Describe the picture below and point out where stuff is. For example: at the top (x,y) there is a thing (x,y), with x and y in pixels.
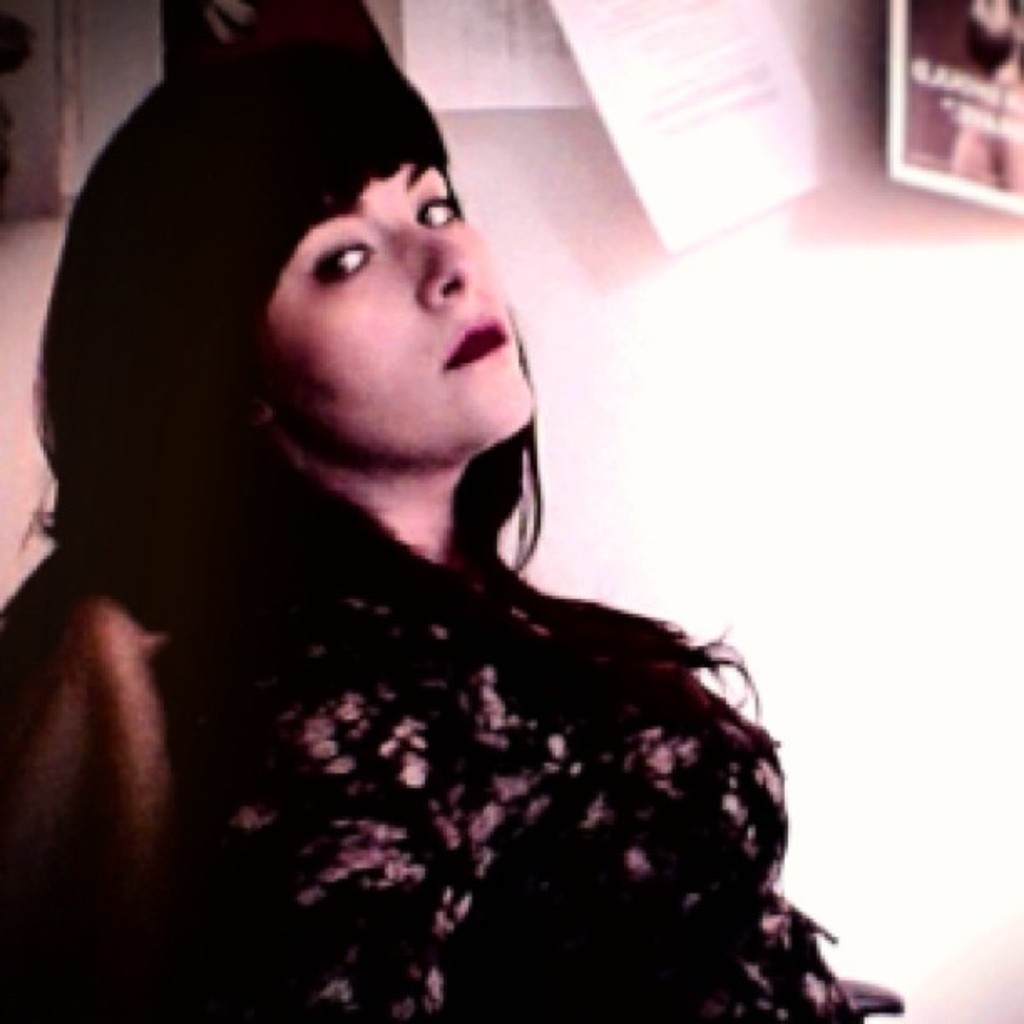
As we can see in the image there is a white color wall (950,339), papers (734,107), a woman (254,145) wearing black color dress (377,690) and sitting on sofa (112,810).
